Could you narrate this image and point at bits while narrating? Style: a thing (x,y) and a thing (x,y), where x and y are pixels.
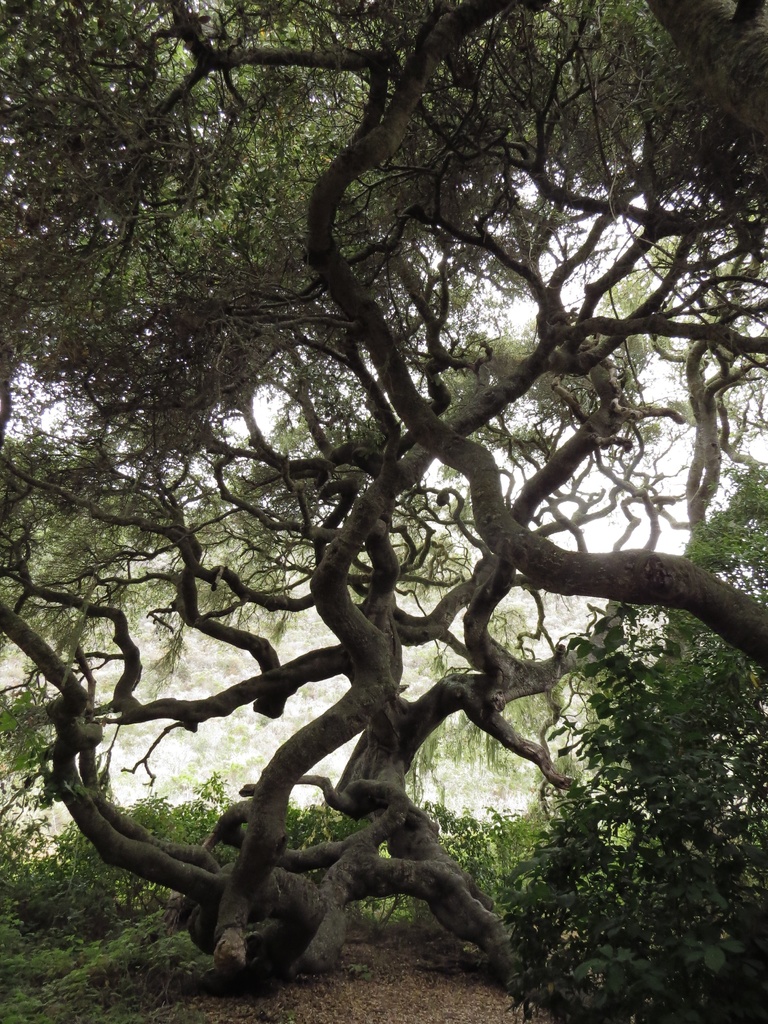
In this image in front (322,945) there is a tree (269,294). At the bottom of the image (153,967) there is grass (131,992) on the surface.
